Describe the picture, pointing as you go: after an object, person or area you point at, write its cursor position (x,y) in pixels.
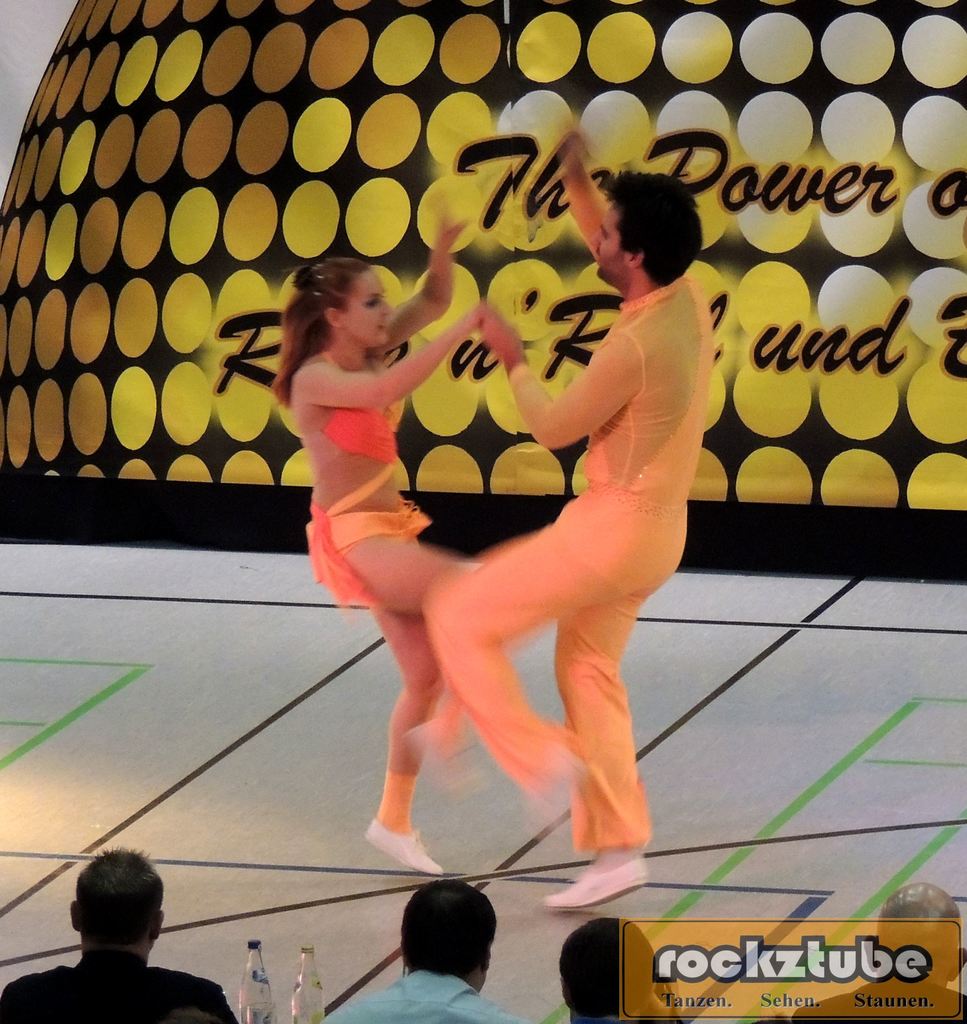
In the picture we can see a man (602,584) and woman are dancing together and near them, we some people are sitting on the chairs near the desk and behind them, we can see a wall (932,448) with a painting (797,243) of yellow colored dots (126,389) and something written on it.
